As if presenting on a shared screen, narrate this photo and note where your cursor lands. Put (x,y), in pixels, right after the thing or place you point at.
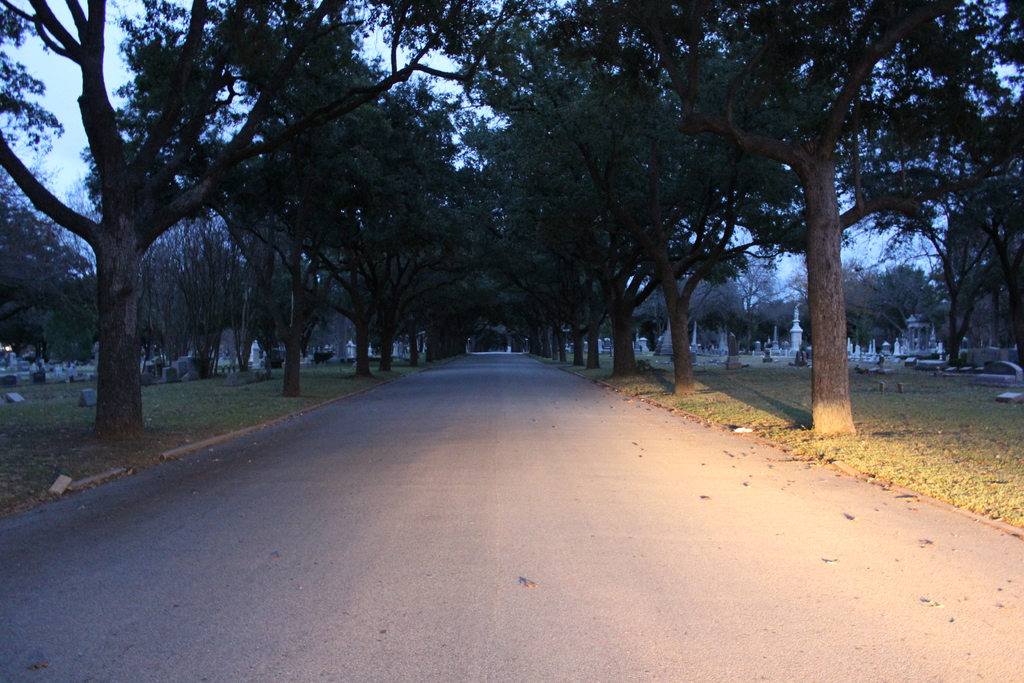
In the foreground of this picture (499,479), there is a road (534,380) to which trees (457,192) are on either side. In the background (170,371), there are few headstones (189,371) and the sky (81,95).
